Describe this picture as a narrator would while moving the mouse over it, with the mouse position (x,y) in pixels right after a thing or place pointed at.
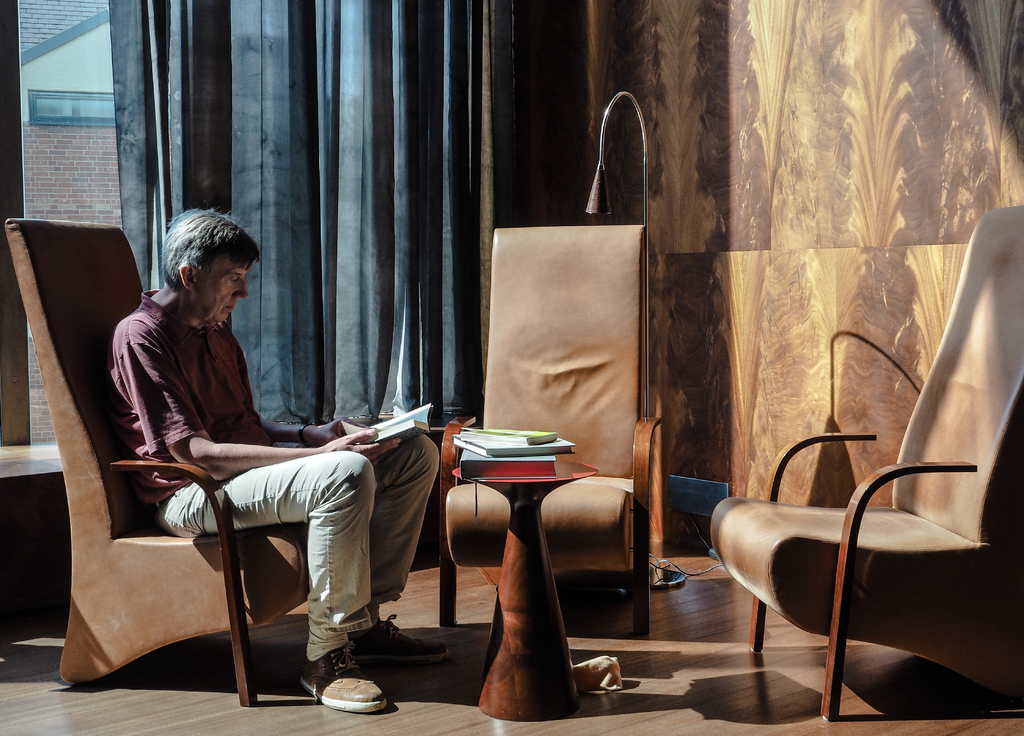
In this image there is a person (363,661) sitting on the chair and holding a book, and there are books (484,474) on the table (501,666), chairs (1019,598), curtain (219,117), wooden wall (646,13), lamp (594,192).
